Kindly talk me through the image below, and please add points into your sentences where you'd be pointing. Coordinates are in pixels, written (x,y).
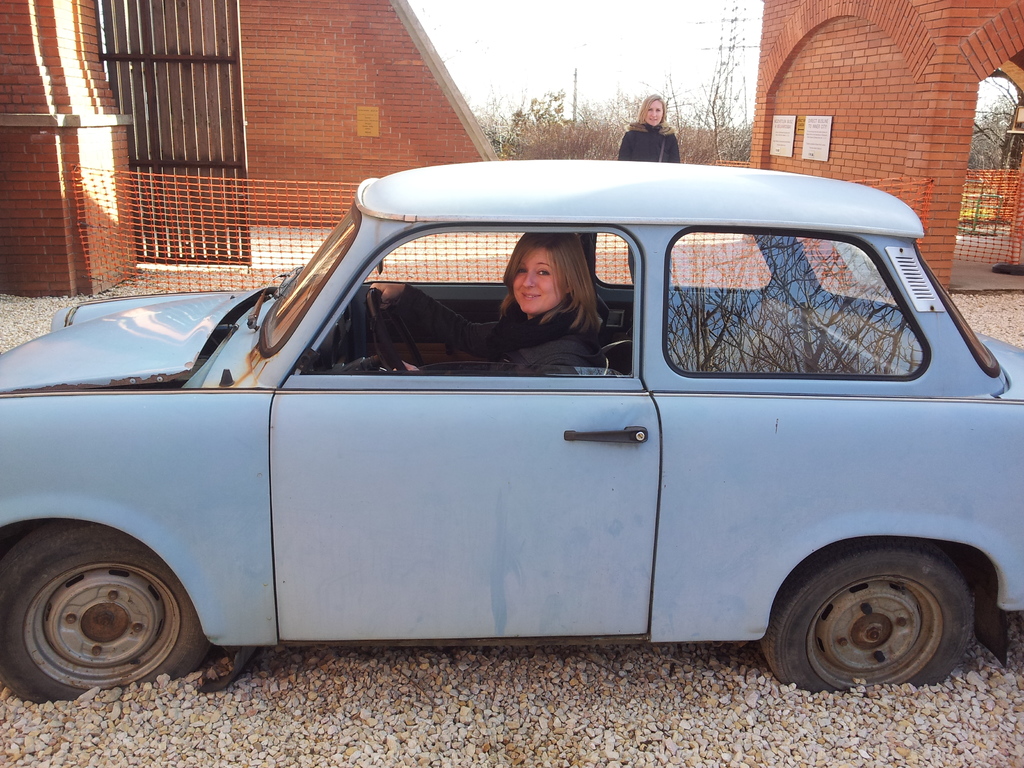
Blue car (550,580) is highlighted in this picture. Inside this blue car (399,354) a woman (583,303) is sitting and holding a steering (374,323). Far there are number of bare plants (707,127). This woman (656,121) is standing. This wall (315,27) is made with red bricks (340,50). This are stones (527,736).
